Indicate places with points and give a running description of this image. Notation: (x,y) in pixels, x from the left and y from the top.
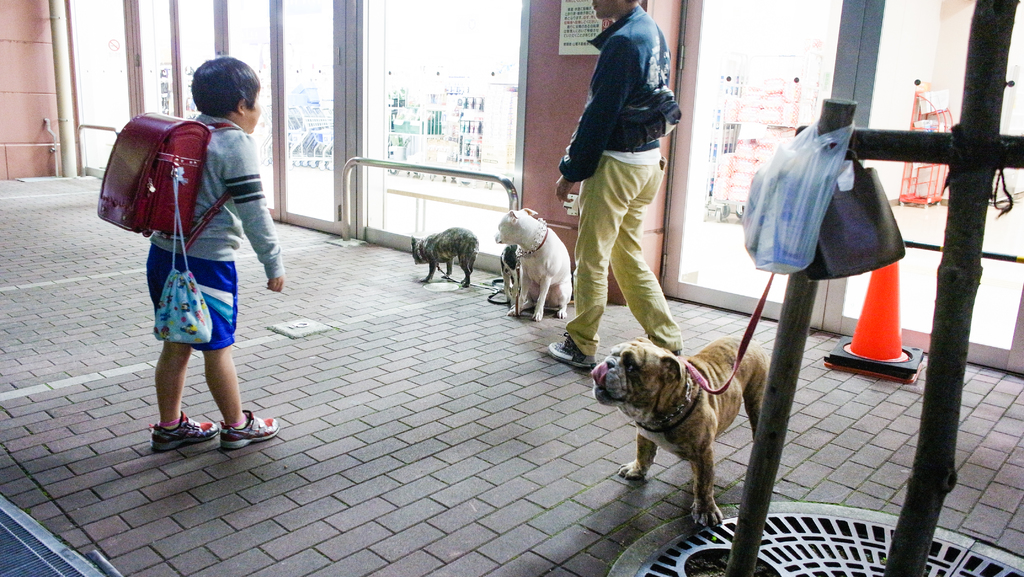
In the left middle (264,224), a boy (159,374) is standing wearing a bag (193,163) and looking at the dogs (522,270). In the middle (628,195) top, a person (599,325) is standing. In the middle (563,273) and bottom, there are four dogs (756,361) tied to the stick (759,470). In the top (774,16) background (722,237), windows (799,59) are visible through which shelves (443,121) are visible. This image is taken outside a building (750,302).
